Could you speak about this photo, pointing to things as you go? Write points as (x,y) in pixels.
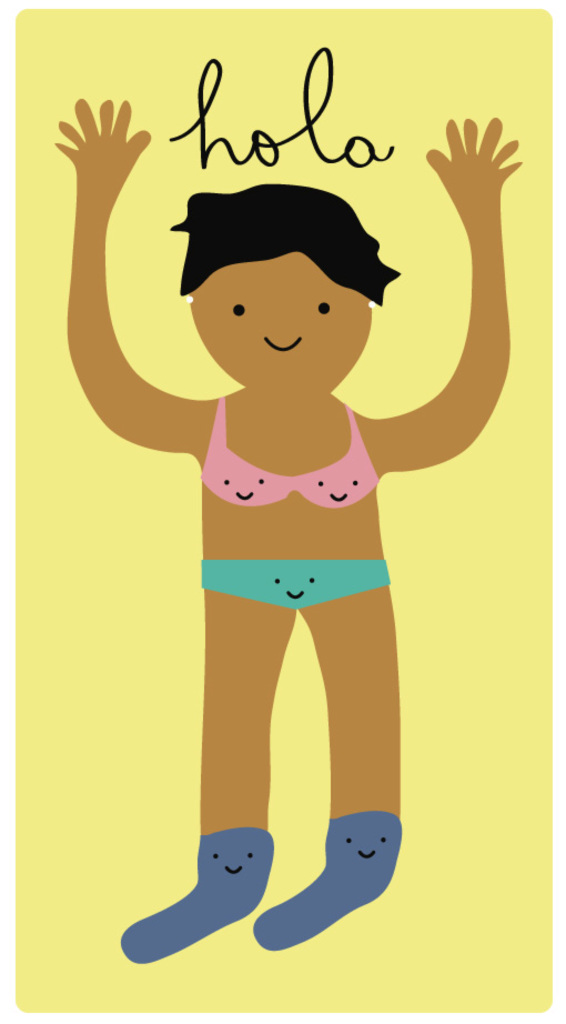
In this image I can see the animated picture in which I can see a person (204,337) and something is written at the top of the image (316,118).
